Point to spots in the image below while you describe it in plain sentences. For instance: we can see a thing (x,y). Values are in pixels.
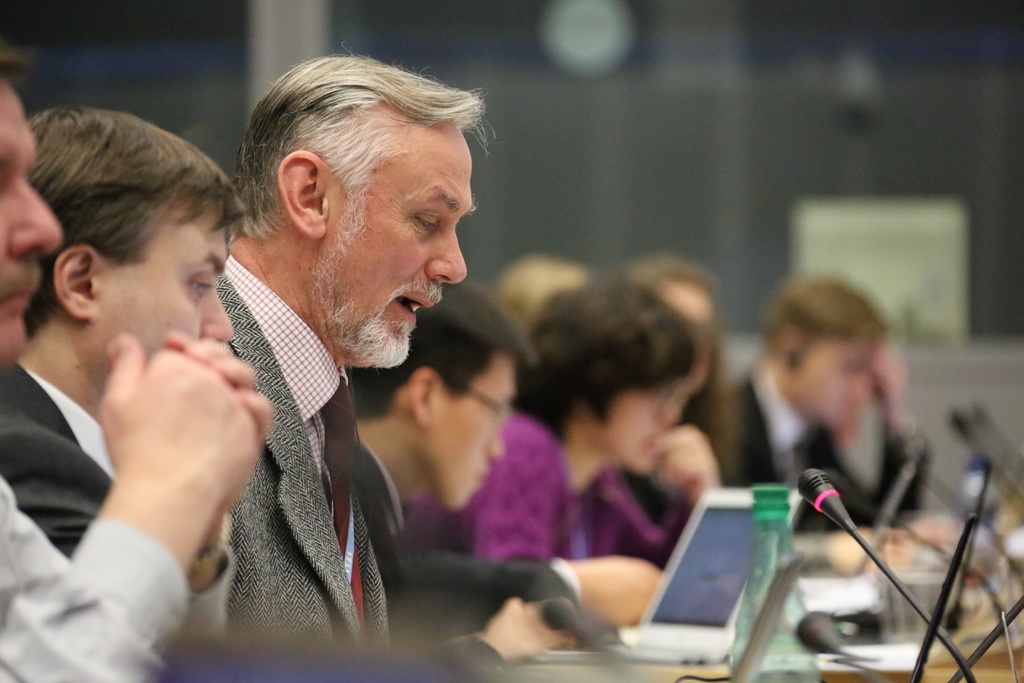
In this picture I can see group of people (359,465) are sitting in front of a table (894,675). On the table (912,669) i can see microphones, bottle (760,597) and other objects (893,660). This man (329,493) is wearing tie (331,476), suit (305,528) and shirt (311,404).
